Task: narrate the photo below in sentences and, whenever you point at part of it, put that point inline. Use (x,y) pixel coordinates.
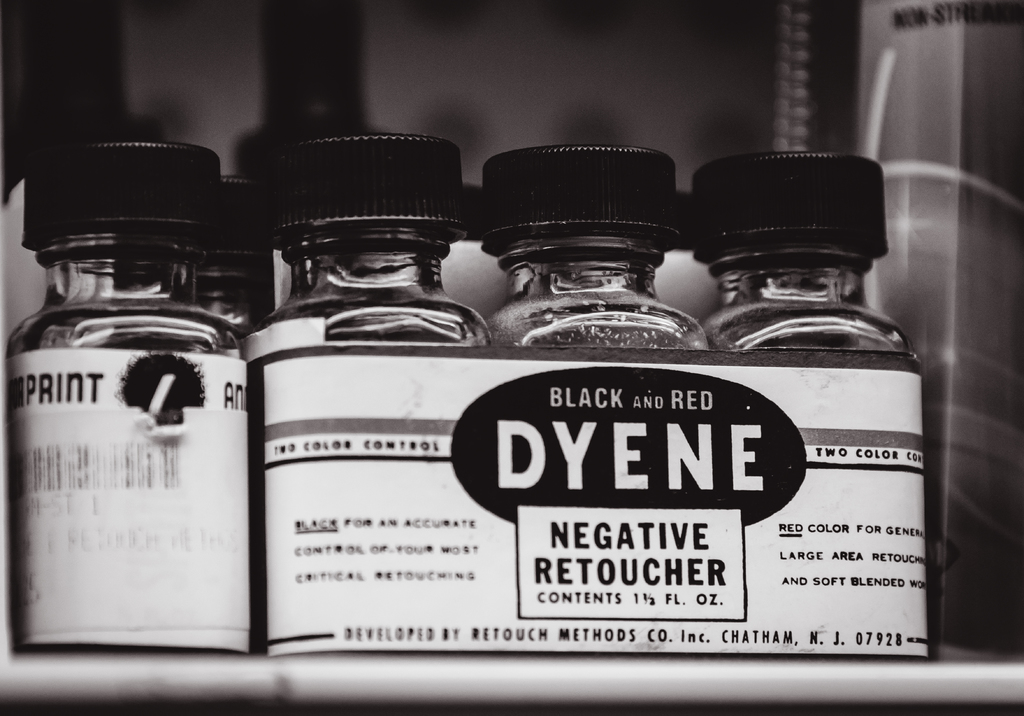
In this image I can see many containers (555,255) with caps (674,214). To the containers (521,330) there is a paper (516,483) attached. To the paper (392,396) the name Dyene (687,447) is written.
